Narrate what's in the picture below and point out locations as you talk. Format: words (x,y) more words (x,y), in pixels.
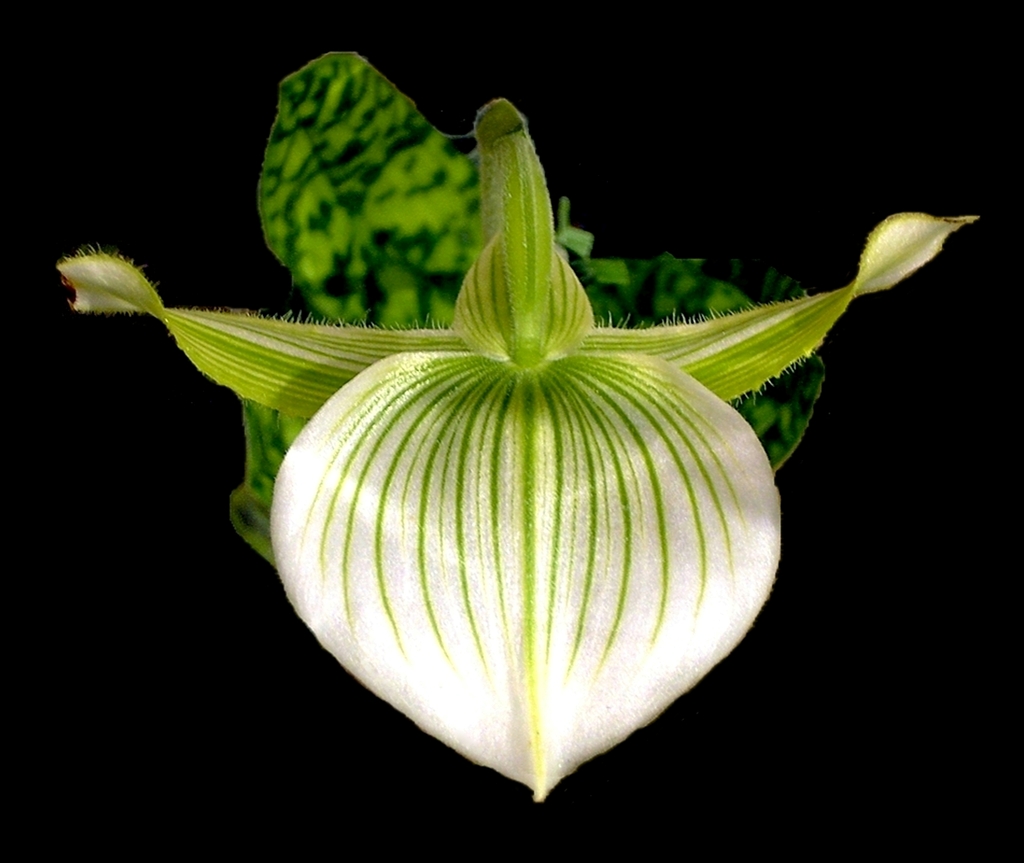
In this image there is a flower (475,416).
